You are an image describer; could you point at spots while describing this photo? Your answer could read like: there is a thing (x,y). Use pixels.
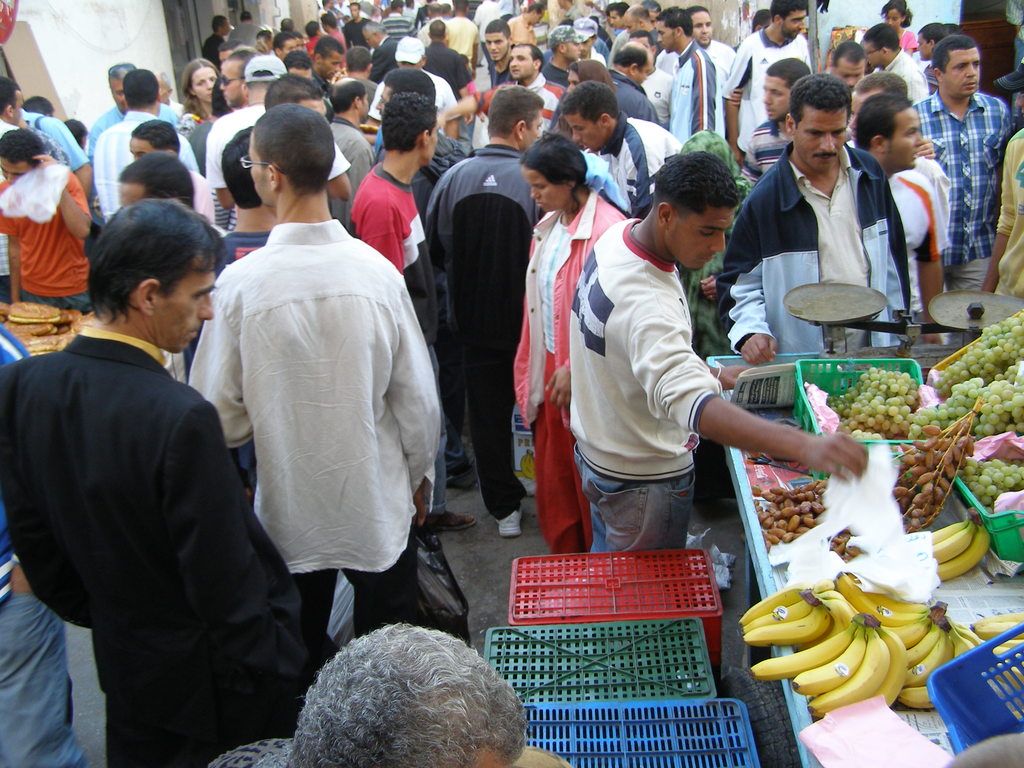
In this image I can see a crowd (547,423) on the road (485,583), baskets (641,598) and different types of fruits (912,432) on a table (934,632). In the background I can see houses (205,33). This image is taken may be on the road (474,610) during a day.
